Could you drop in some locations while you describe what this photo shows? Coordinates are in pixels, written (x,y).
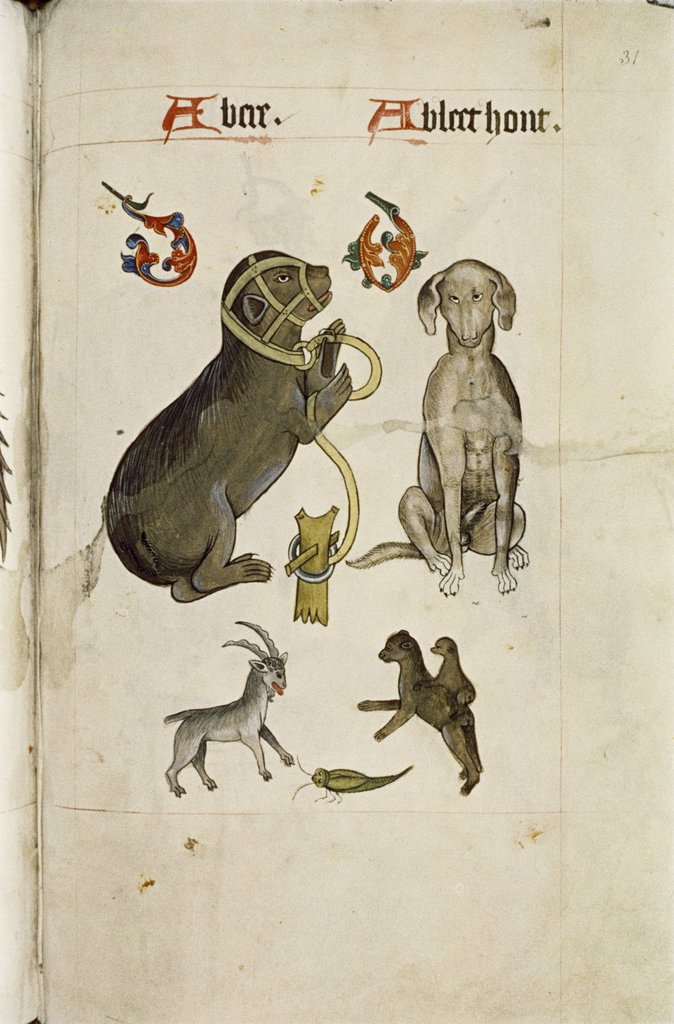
This picture is a page (340,381) of a book (558,690), in this picture there is a dog (438,524), goat (238,714) and some other animals (296,428).
